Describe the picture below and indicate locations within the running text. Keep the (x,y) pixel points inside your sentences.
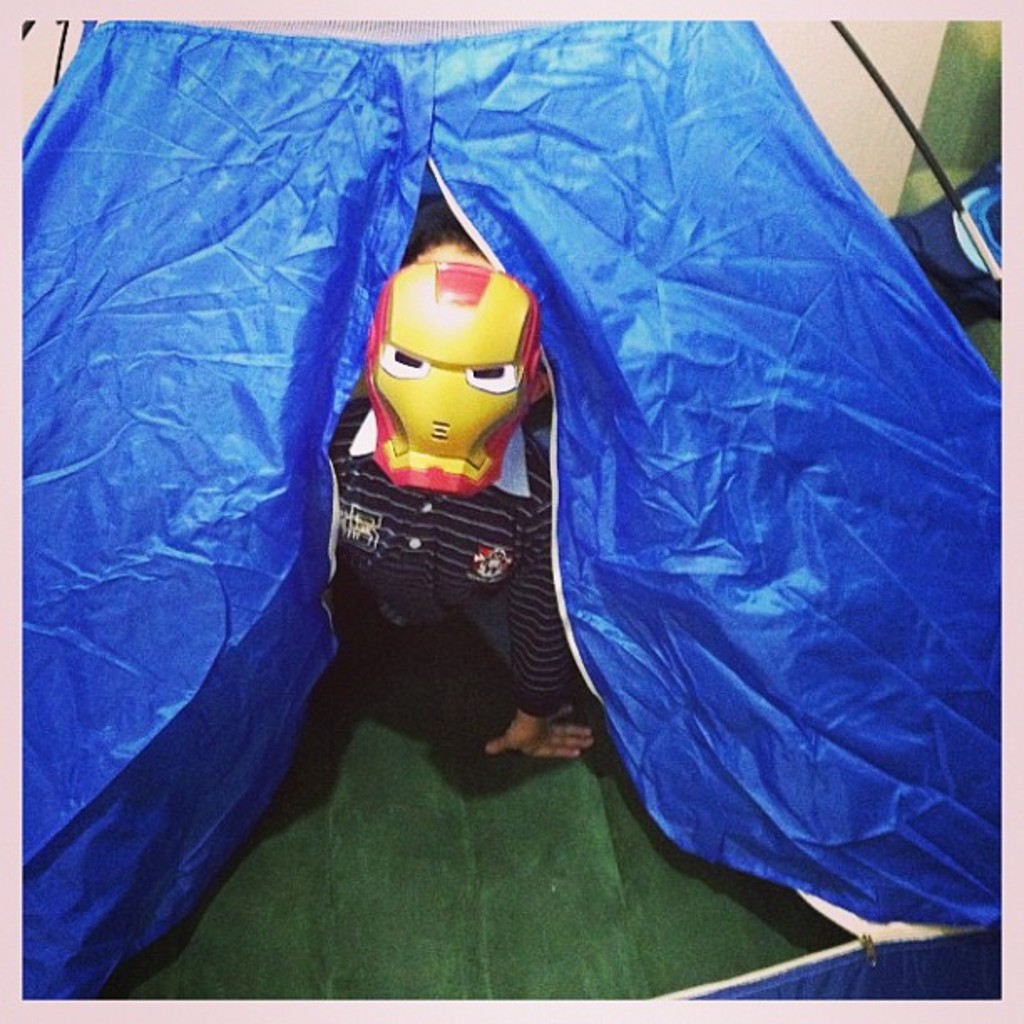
In this image, we can see a kid (398,612) is wearing face mask (460,416). Here there is a tent (908,426). On the right side (904,108) top corner, we can see few objects (872,77).
